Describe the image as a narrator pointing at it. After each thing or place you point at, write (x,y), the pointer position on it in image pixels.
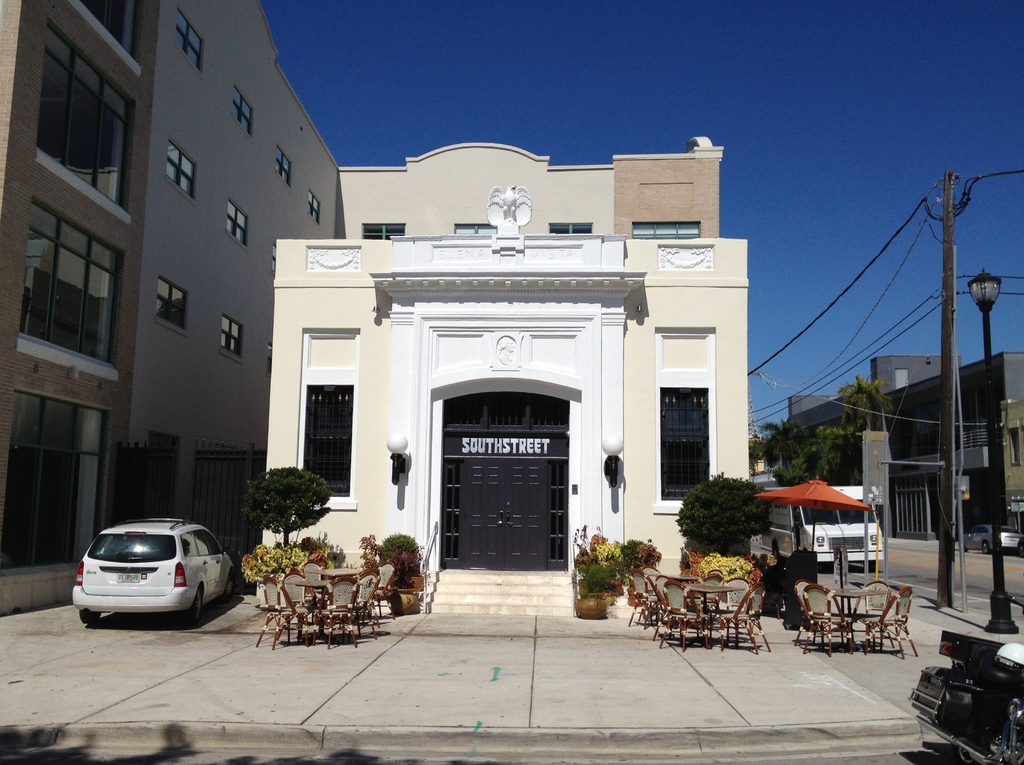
This is completely an outdoor picture. At the top (546,60) we can see a clear blue sky (642,75). At the right side of the picture (957,459) we can see a pole (950,460) and a building (897,440) and trees (852,436). This is a vehicle (821,520) near to this south street building (491,442). At the left side of the picture (142,296) we can see a building (140,383) and a car (141,558) near to it. in front of the south street (566,554) we can see few tables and chairs (390,574). These are the pots (593,599) with plants (603,571). These are stairs (476,609).
